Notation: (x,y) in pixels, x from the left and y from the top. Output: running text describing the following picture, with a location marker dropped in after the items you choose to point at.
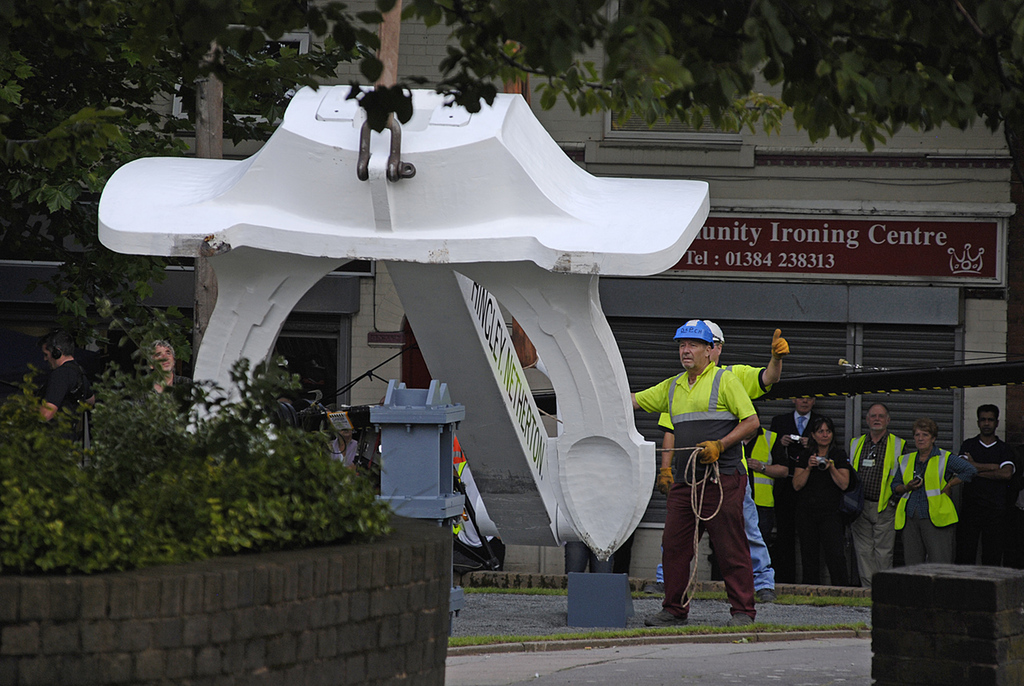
This picture is clicked outside the city. The man (723,403) in the green and black T-shirt (704,401) is holding a rope (695,520) in his hand (709,448). In front of him, we see a white color thing (455,351). Behind him, we see people (928,493) standing on the road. Behind them, we see a building (673,171) in white color. We even see a red color board (781,249) with some text (853,241) written on it. On the left side (131,400), we see a wall (397,623) and shrubs (192,489). In the background (120,47), there are trees (823,65).
